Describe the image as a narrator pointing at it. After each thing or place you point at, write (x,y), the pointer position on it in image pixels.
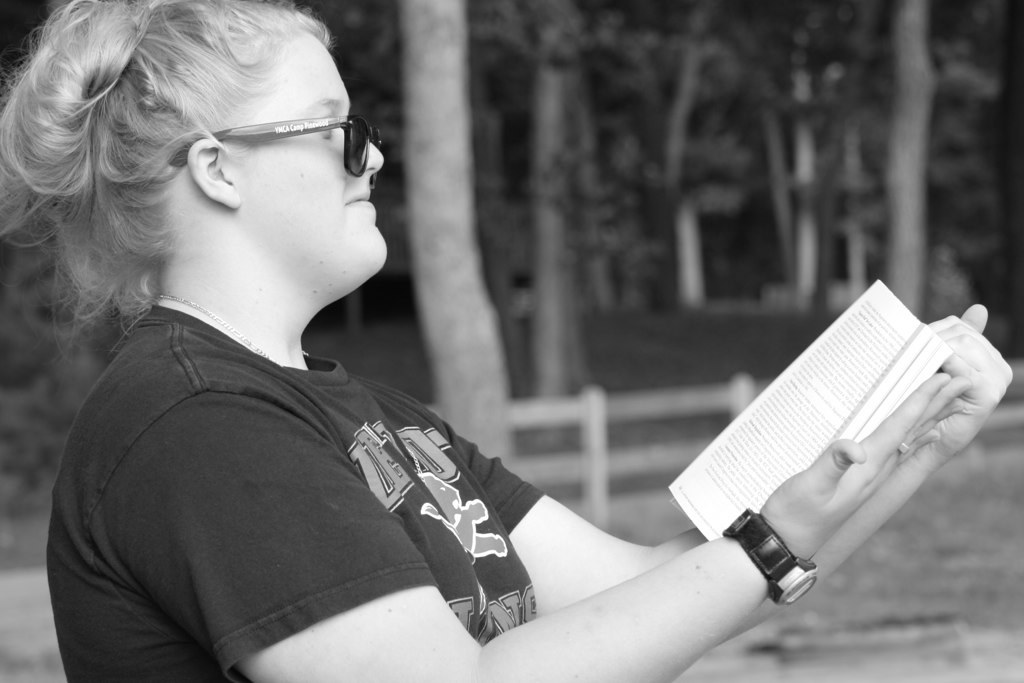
In the foreground (248,74) I can see a woman (331,44) is holding a book (817,346) in hand (812,532). In the background (629,397) I can see a fence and trees (570,380). This image is taken during day.
